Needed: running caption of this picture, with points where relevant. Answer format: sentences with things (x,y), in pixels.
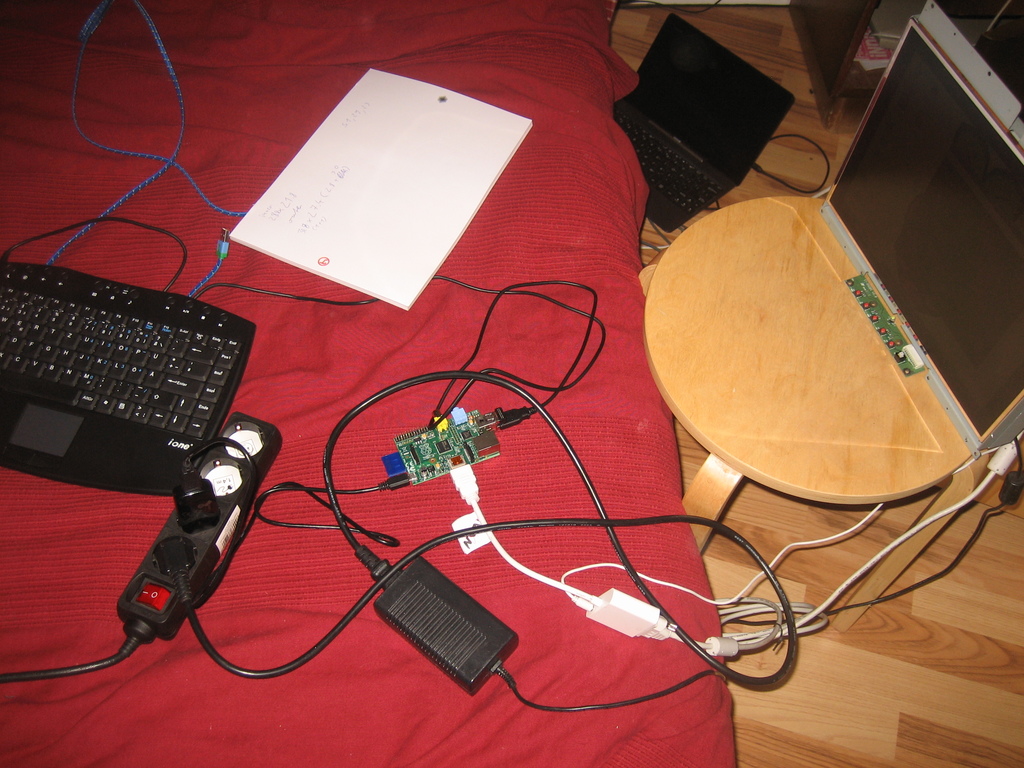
In this picture I can see a keyboard (92,332), socket board (237,470), a paper (376,232) and an integrated circuit (423,443) on the cloth (283,601). I can see a monitor (964,401) on the stool (780,298) and a laptop (711,149) on the floor (645,30).
